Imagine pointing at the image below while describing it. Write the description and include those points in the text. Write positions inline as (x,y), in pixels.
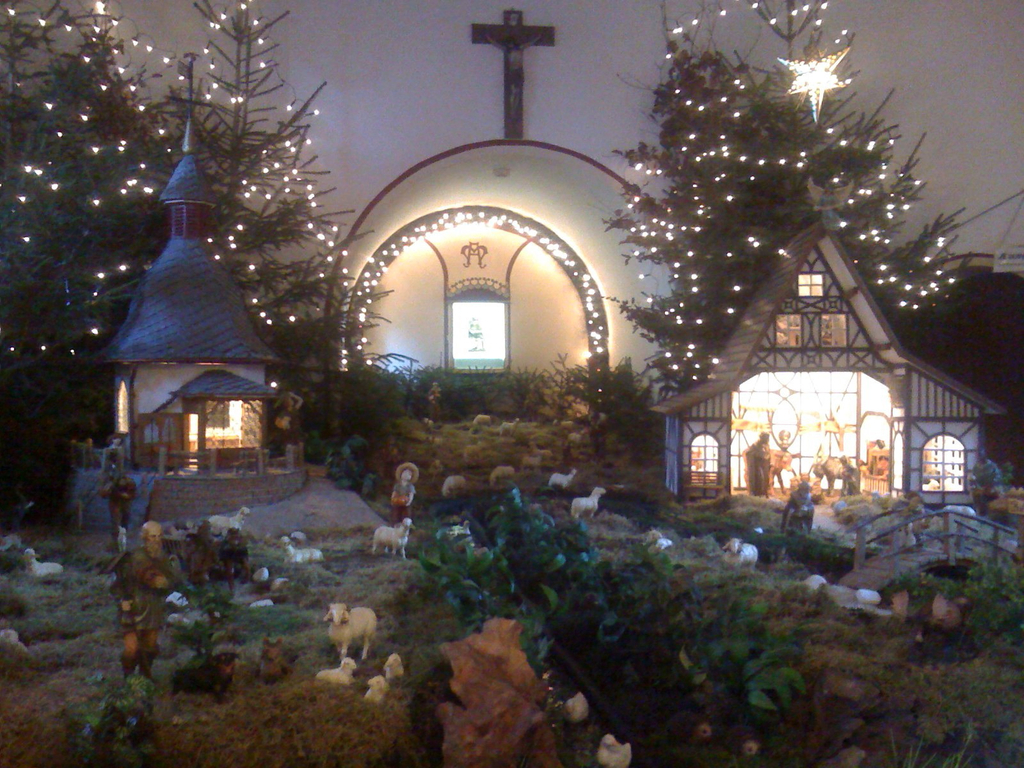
This image is taken indoors. At the bottom of the image (567,582) there is a ground (429,700) with grass (429,700), a few plants (541,600) and trees (624,403) and there are many sheep's (316,552) on the ground (255,609). In the middle of the image (591,263) there is a church (199,305) with a few walls (523,359), a door (504,327) and windows (717,462) and there are many lamps (292,322) and in this image there are a few Christmas trees (255,199) decorated with lamps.
